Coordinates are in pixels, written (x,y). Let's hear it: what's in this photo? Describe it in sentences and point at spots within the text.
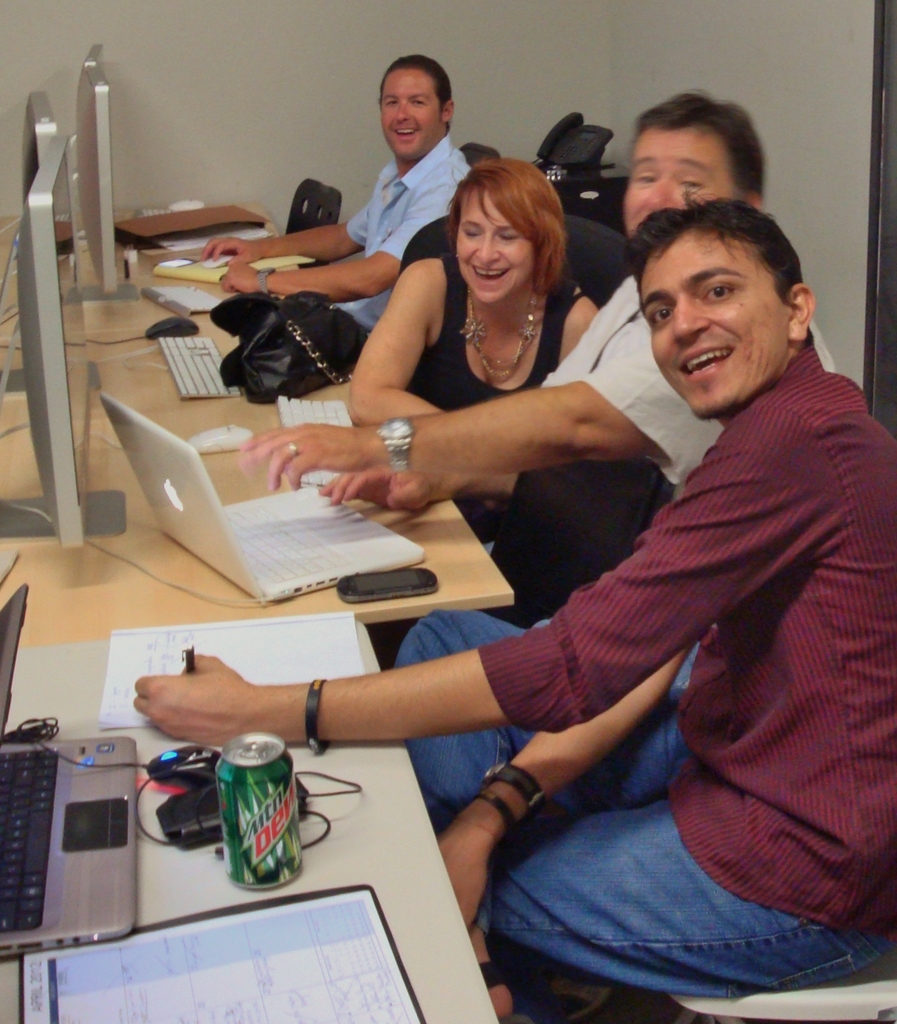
In the picture I can see tables (188,575), screens (51,350), laptops (291,536), keyboards (199,338), mouses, bags (245,385), chairs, telephone (589,163), paper (147,973), people (572,420) and some other objects (236,805).
